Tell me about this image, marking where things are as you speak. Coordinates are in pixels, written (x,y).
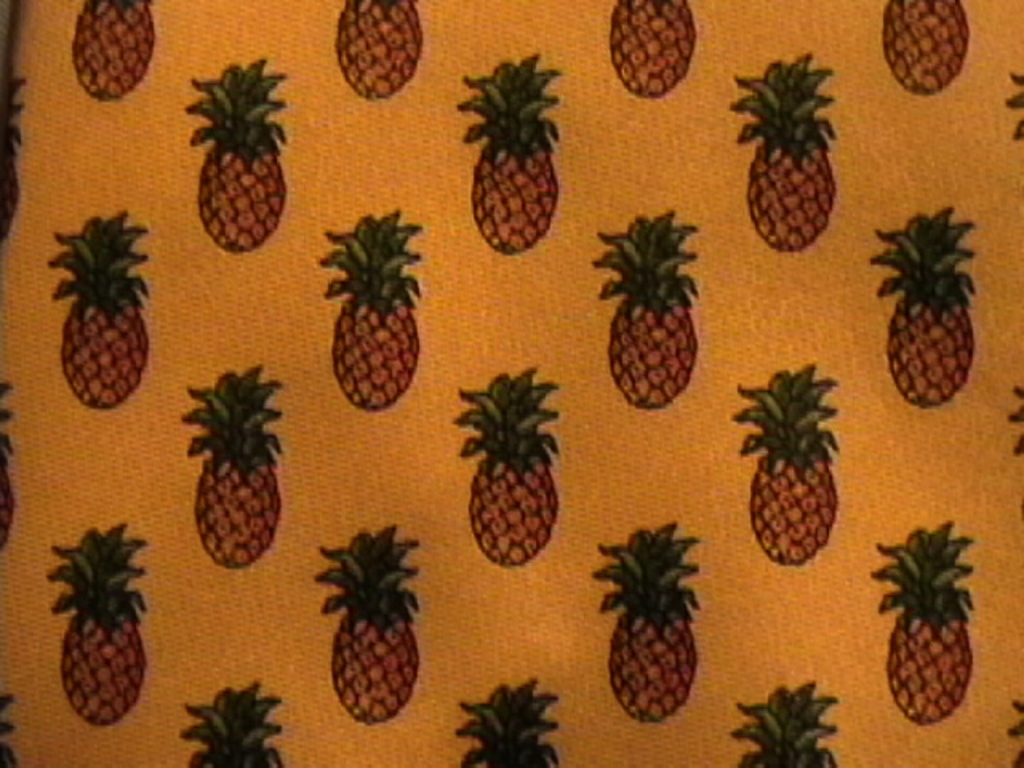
In this image we can see a cloth (373,360) with pineapple design (368,341) on it.
